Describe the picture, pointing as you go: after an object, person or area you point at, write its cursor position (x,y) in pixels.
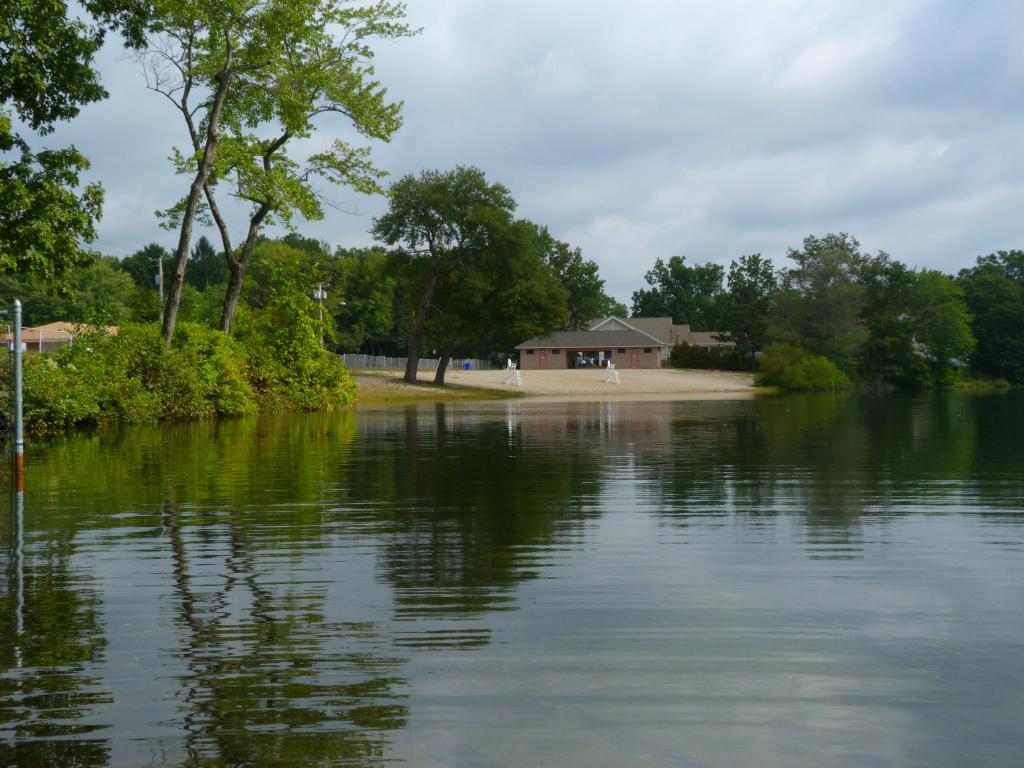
In this image at the bottom (553,624) there are waves (369,624) and water (276,637). In the middle (508,342) there are trees (280,348), pole (19,360), house (594,338), land (575,378). At the top (657,137) there are sky (708,135) and clouds (672,135).
